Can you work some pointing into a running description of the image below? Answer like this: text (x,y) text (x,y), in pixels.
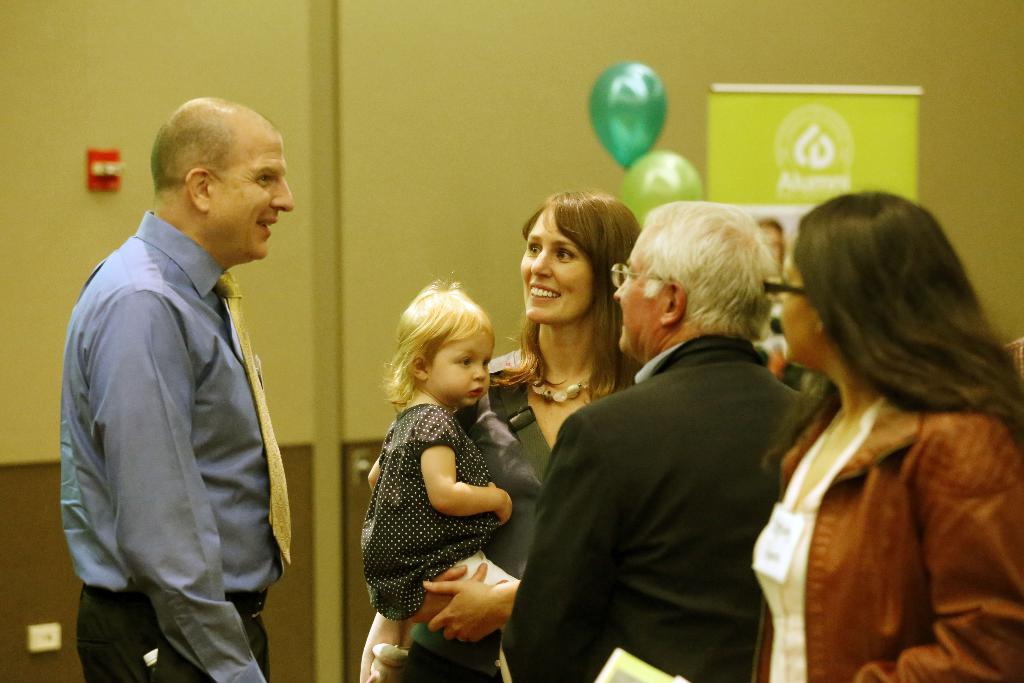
In this image we can see some people (529,443) standing. In that a woman (530,425) is carrying a child (476,488). On the backside (287,331) we can see a board (787,216), balloons (659,181) and a switch board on the wall (354,387).
